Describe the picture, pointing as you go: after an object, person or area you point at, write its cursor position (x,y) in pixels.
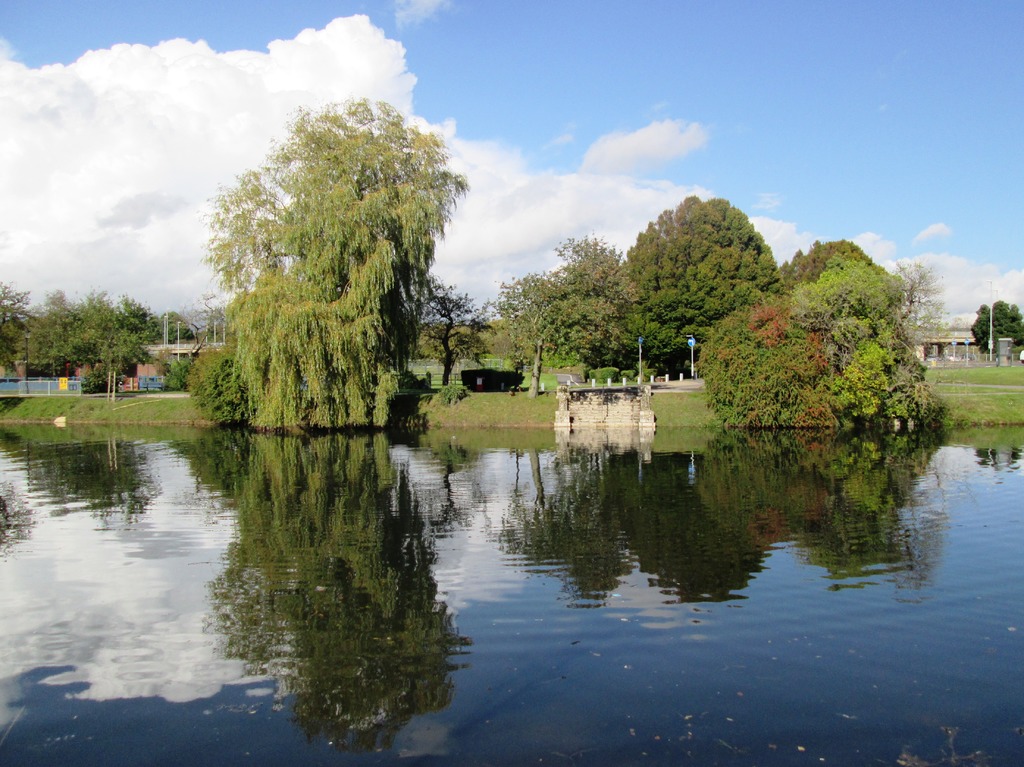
In this picture we can see water (534,633), plants (706,360), poles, boards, trees (663,335), and buildings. In the background (661,183) there is sky (525,111) with clouds (161,90).
